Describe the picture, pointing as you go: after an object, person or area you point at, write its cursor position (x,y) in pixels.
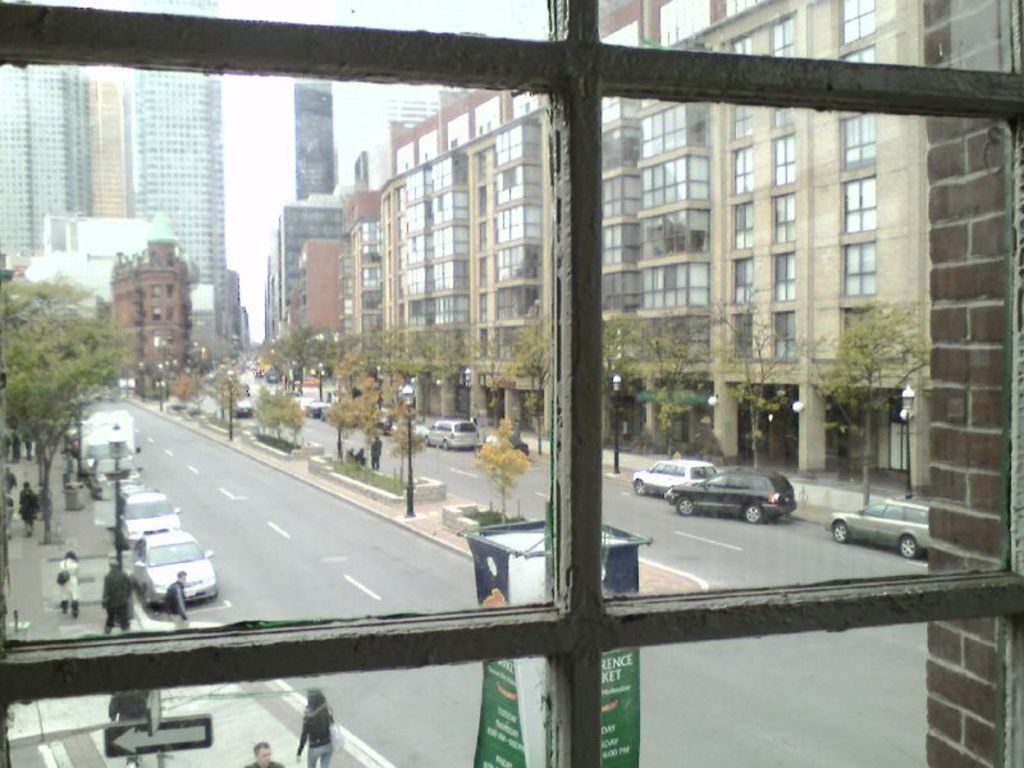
In this picture we can see group of people (124,580), few vehicles (145,577), trees (401,419) and buildings (199,264), and we can see few poles (410,485), lights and hoardings (522,564).
